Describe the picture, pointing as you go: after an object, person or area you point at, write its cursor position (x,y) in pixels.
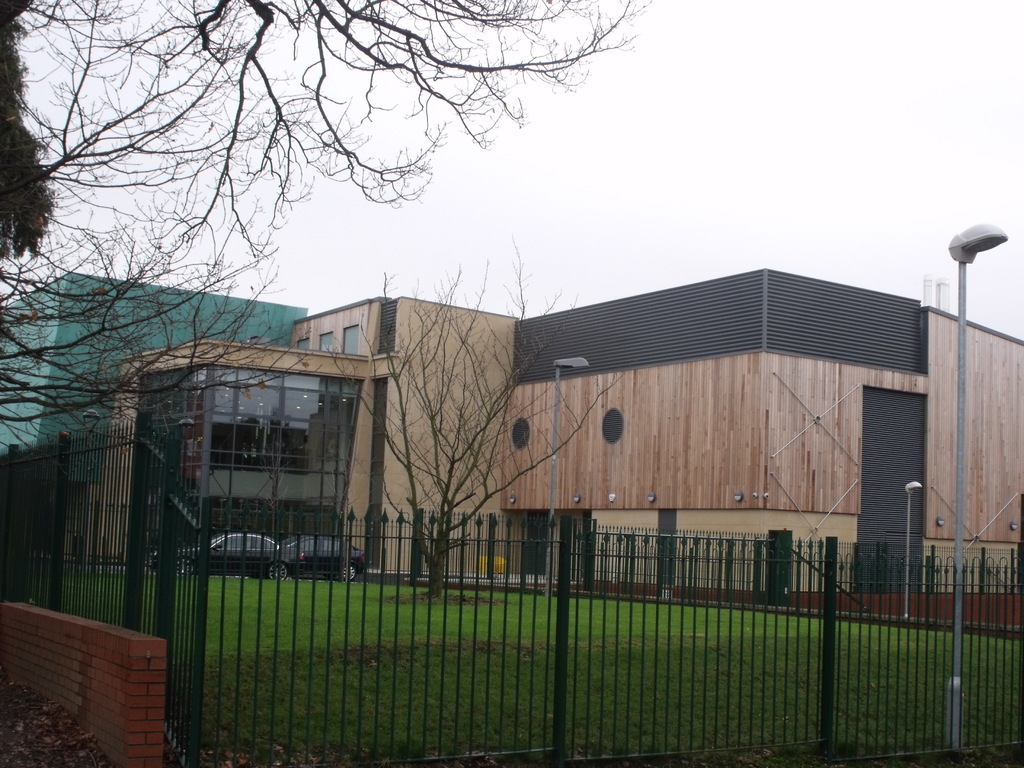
In this image in the front (301,602) there is fence (139,581) which is green in colour and there is a wall (121,679). In the center (446,486) there is grass (483,640) on the ground (473,606) and there is a dry tree (438,498) and in the background (307,436) there is a building (421,433) and in front of the building (291,507) there are cars (287,546). Behind the building (250,410) there is a wall (81,362) which is green in colour and the sky (674,158) is cloudy. In the front (254,254) on the top left (237,108) there is a dry tree (266,106) and on the right side (963,694) there are poles (957,537).
